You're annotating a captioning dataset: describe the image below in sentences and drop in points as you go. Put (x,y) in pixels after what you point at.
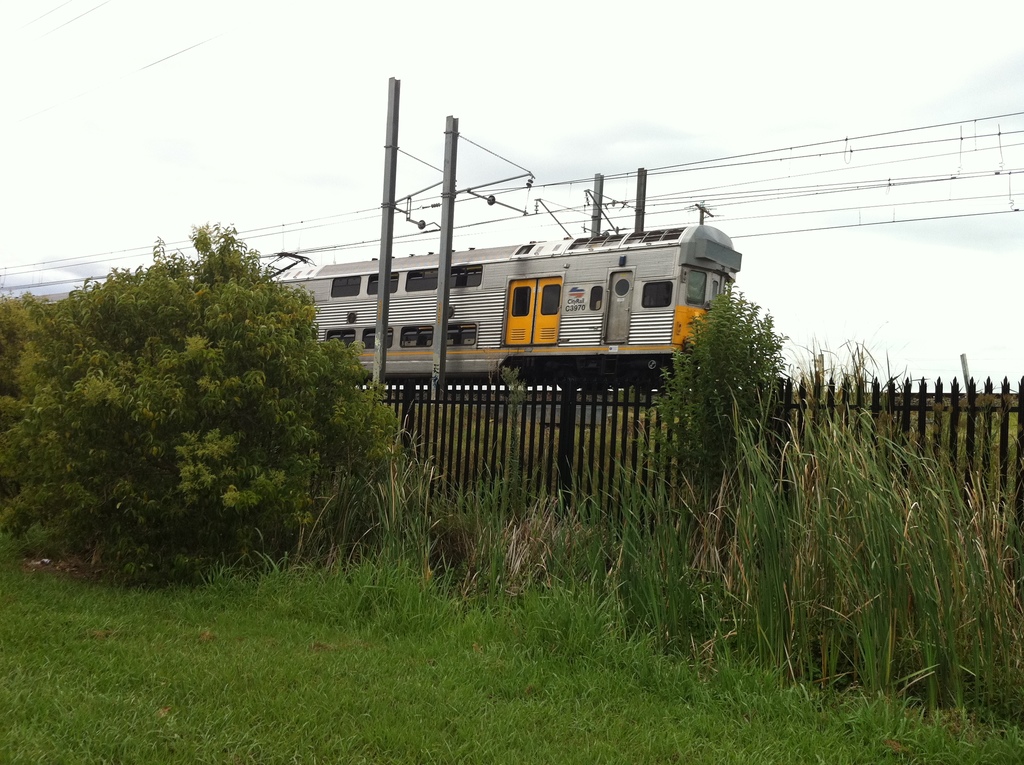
This image is taken outdoors. At the bottom of the image (207,673) there is a ground (242,663) with grass (383,531) and plants (410,483) on it. In the middle of the image (514,426) there is a fencing (869,456) and there a few trees (287,499) and plants (240,498) and a train (512,300) is moving on the track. At the top of the image (220,132) there is a sky (807,224) with clouds (912,233).
